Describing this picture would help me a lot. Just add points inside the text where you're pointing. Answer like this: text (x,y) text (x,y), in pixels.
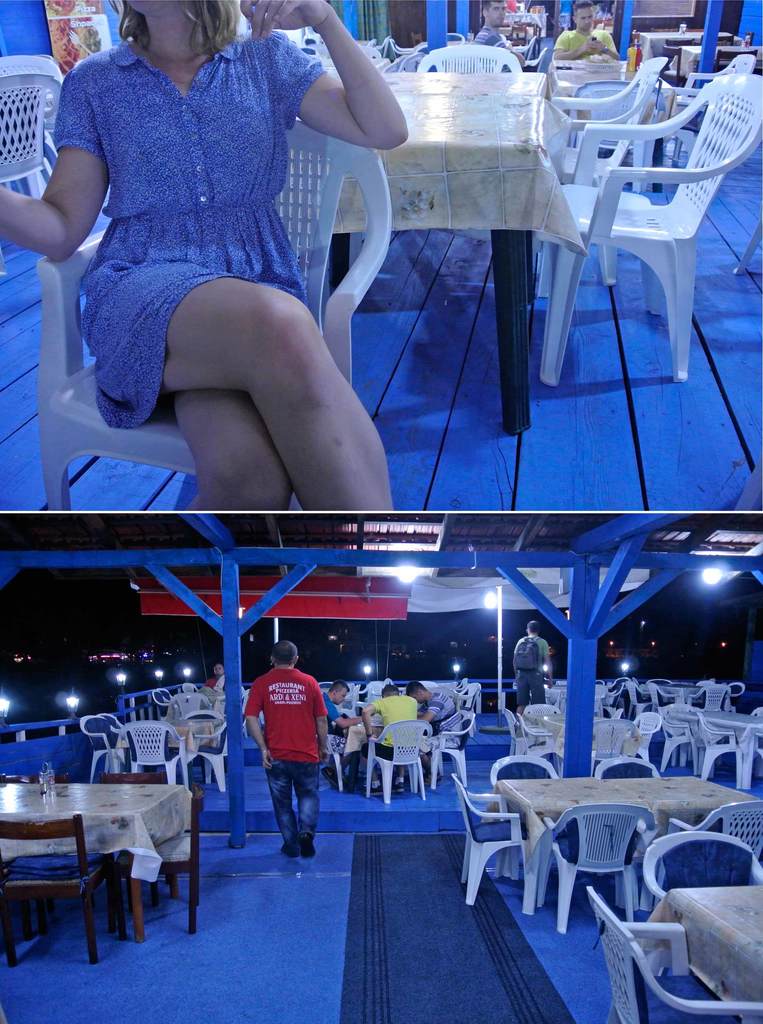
This is a collage. In this picture we can see a woman (78,202) and two men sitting on the chair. There is a poster (66,20) on the wall (44,32). We can see a few chairs (175,444) and tables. In the bottom (217,693) picture we can see a few people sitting on the chair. We can see a two men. There are few chairs (94,773) and some tables (114,814). We can see a bottle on a table (15,846).
